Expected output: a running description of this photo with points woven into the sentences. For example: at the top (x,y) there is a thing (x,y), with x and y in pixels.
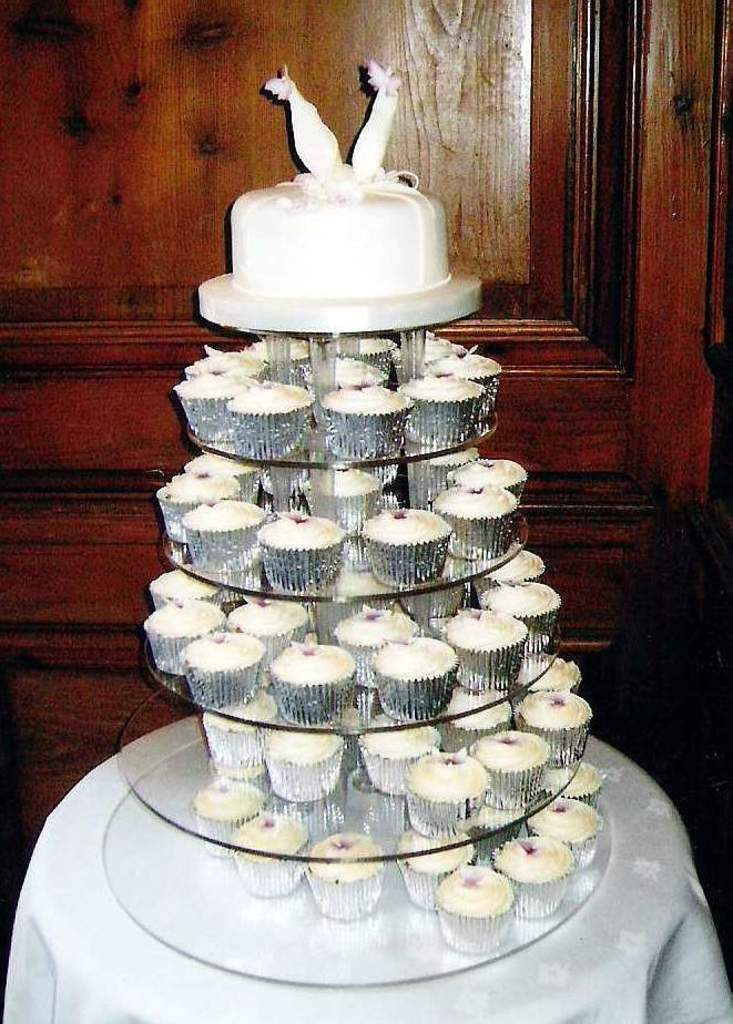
In this image I can see cake (307,277) which is in white color. I can see few cupcakes (314,661). Cake (296,251) is on the table (620,916) and white color cloth (675,955) is covered. Back Side I can see brown color door (624,326).
